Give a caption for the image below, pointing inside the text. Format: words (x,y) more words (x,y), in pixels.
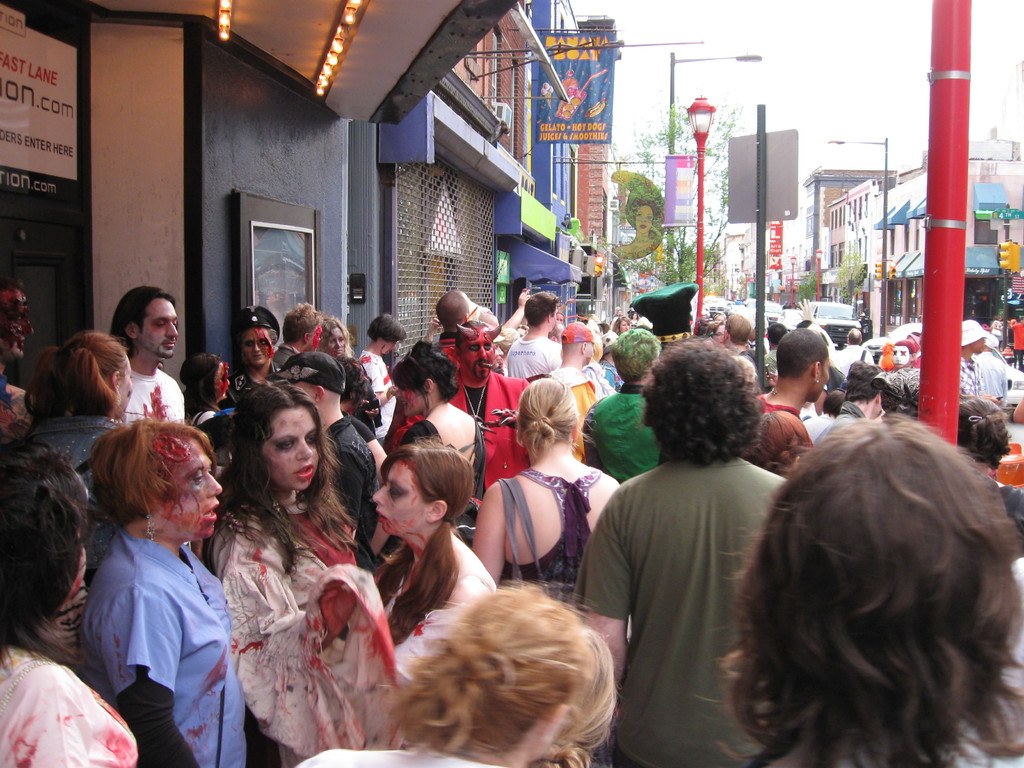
It is a Halloween party, there is a huge crowd (411,388) standing in front of the building (162,183) beside the footpath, in the background (450,227) there are plenty of stores (450,227) and some trees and sky (810,150).
